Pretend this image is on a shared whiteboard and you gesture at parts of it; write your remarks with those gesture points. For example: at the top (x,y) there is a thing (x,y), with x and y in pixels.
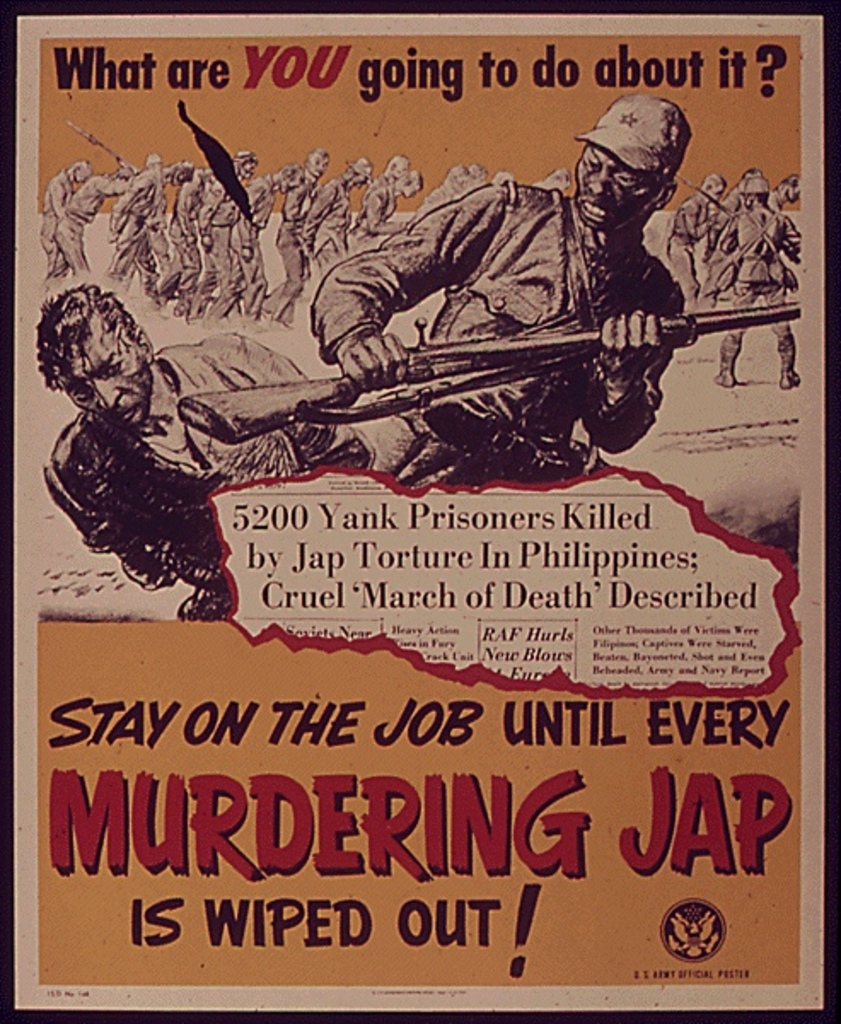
In this image we can see a poster (81,534) on which some text (750,853) was written and some sketch (481,380) are drawn.
